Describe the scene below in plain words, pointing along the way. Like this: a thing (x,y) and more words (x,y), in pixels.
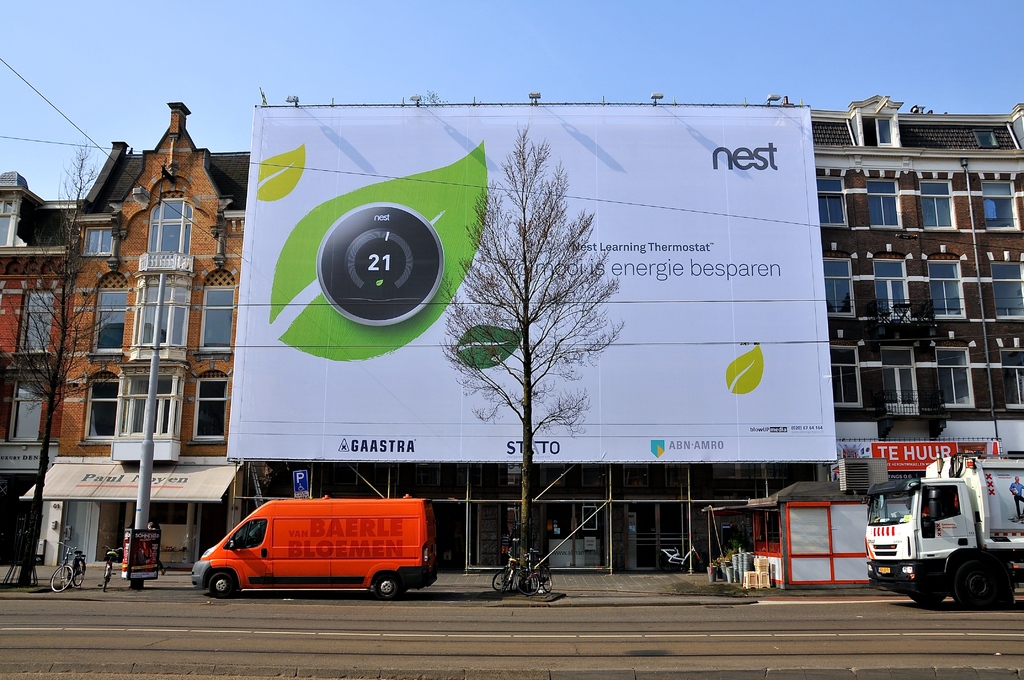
In this image there are vehicles (888,553) moving on a road (64,631), in the background (66,578) there are cycles (514,560) on a footpath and there are trees (530,477), poles (150,471) and a building (963,273) near the building (349,469) there is a banner (715,160), on that banner (746,180) there is some text (745,160) and there is the sky (385,39).
